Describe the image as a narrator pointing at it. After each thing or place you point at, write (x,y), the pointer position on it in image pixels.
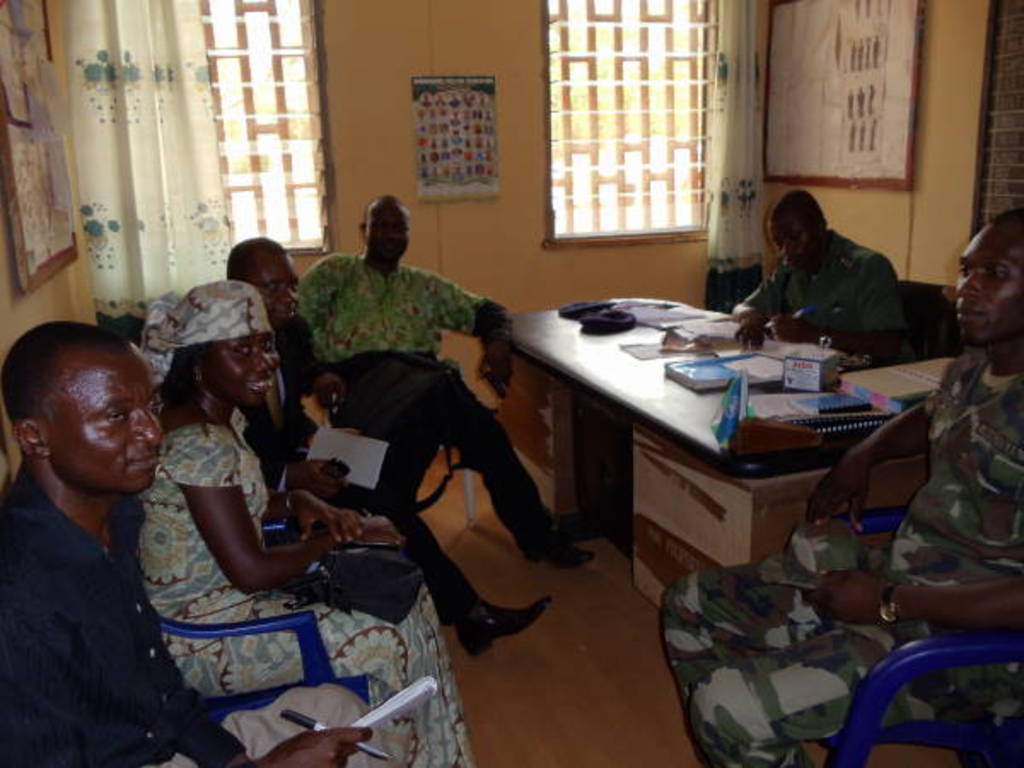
This persons (928,407) are sitting on a chair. In-front of this person (851,306) there is a table (853,437), on a table (556,357) there is a book (708,367) and box (791,379). Chart (479,140) is attached to a wall (518,81). This are posters (811,80) on wall (62,73). A window (215,95) with curtain (721,115).
